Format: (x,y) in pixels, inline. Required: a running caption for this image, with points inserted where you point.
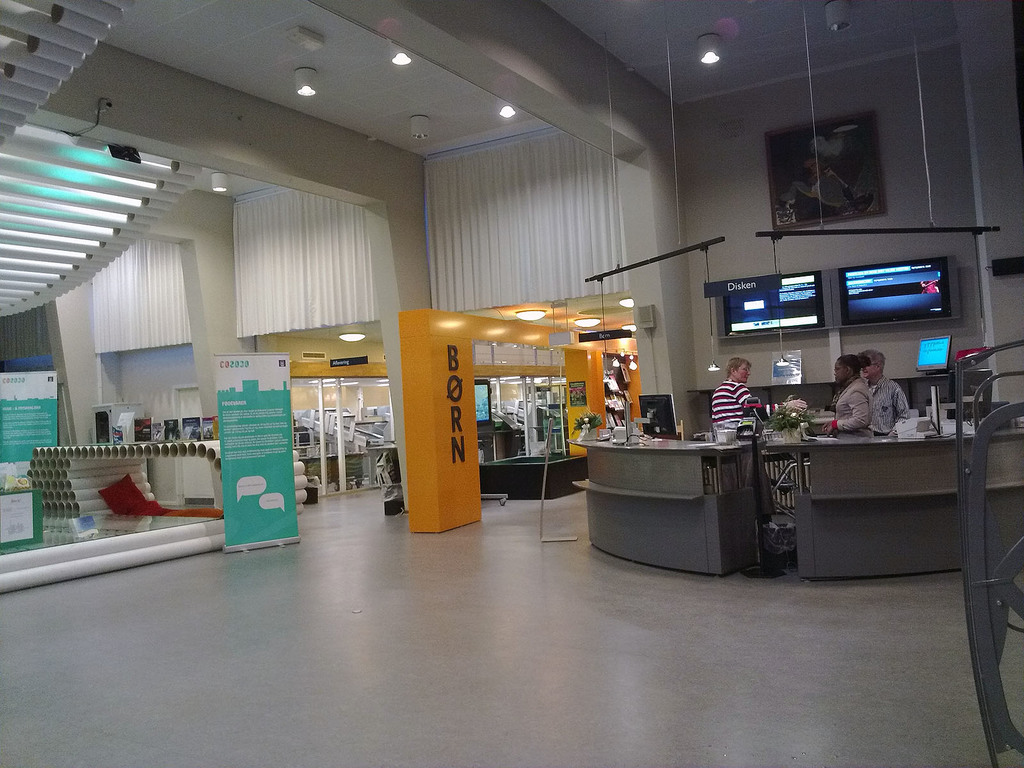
In this image I can see the floor (383,650), few banners (258,489), few white colored pipes (55,469), the desk (690,510), few persons (844,409) standing, the wall (944,154), the ceiling (789,55), few lights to the ceiling (399,77), few screens (789,303), a monitor (935,364), a frame (851,119) attached to the wall (785,125) and few other objects (499,396) in the background (534,442).
